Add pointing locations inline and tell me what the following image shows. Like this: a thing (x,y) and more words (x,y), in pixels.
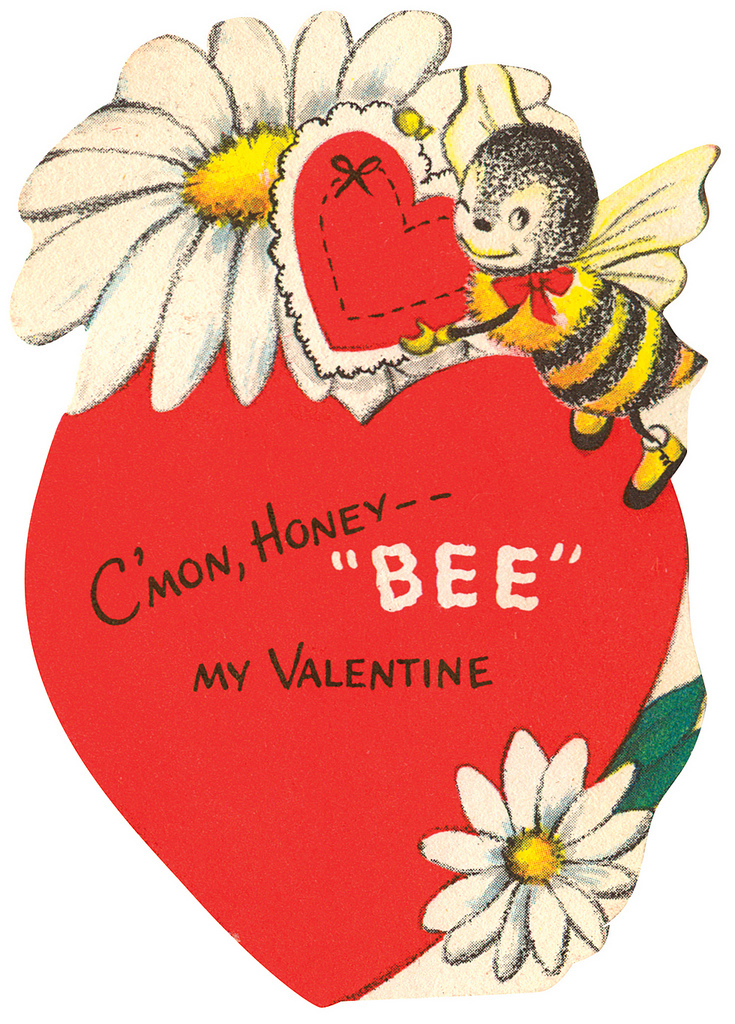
In this image, we can see picture of a heart (429,198), flower (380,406) and an insect (633,364).
